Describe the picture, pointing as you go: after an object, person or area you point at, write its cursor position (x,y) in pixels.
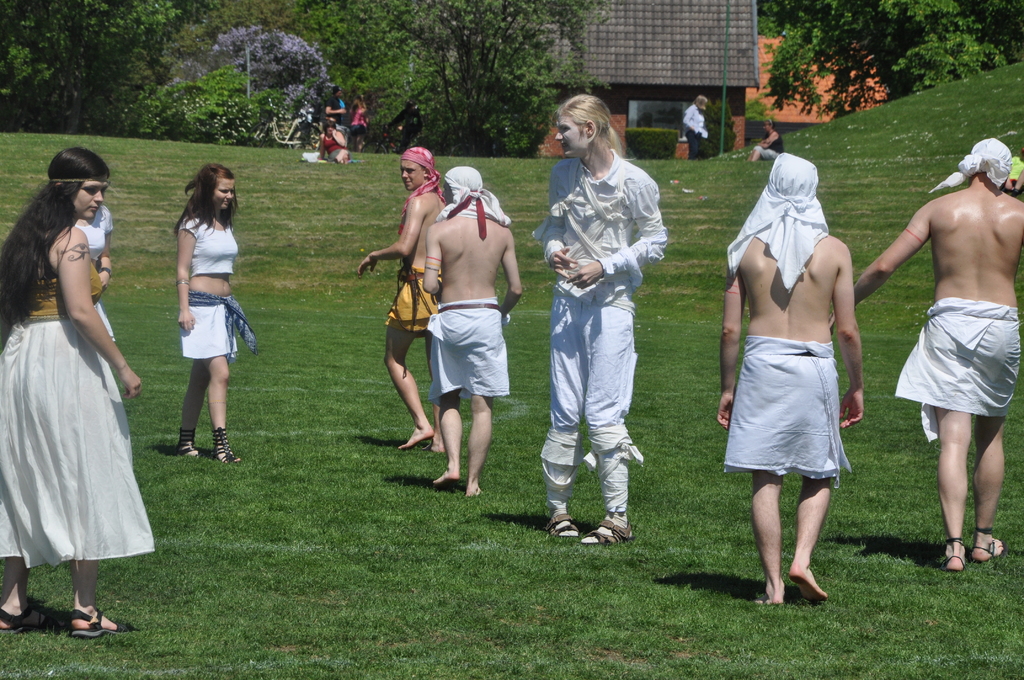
In this picture there is a man (625,235) who is wearing white dress (587,237) and sandal (622,538), beside him there is a man (461,325) was wearing white short (462,326). Beside him there is another man (416,297) was wearing yellow short (389,325). On the left (8,236) there is a woman (98,290) who is standing near to the person (100,272) who is wearing white dress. In the background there is a man (690,117) who is standing near to the door (670,112). At the top (670,112) we can see the building (700,13), plants (666,132) and trees (313,24). In the top left (327,147) there is a group of persons (361,110) were standing near to the bicycles (281,136). At the bottom (546,584) we can see the grass (382,581).
